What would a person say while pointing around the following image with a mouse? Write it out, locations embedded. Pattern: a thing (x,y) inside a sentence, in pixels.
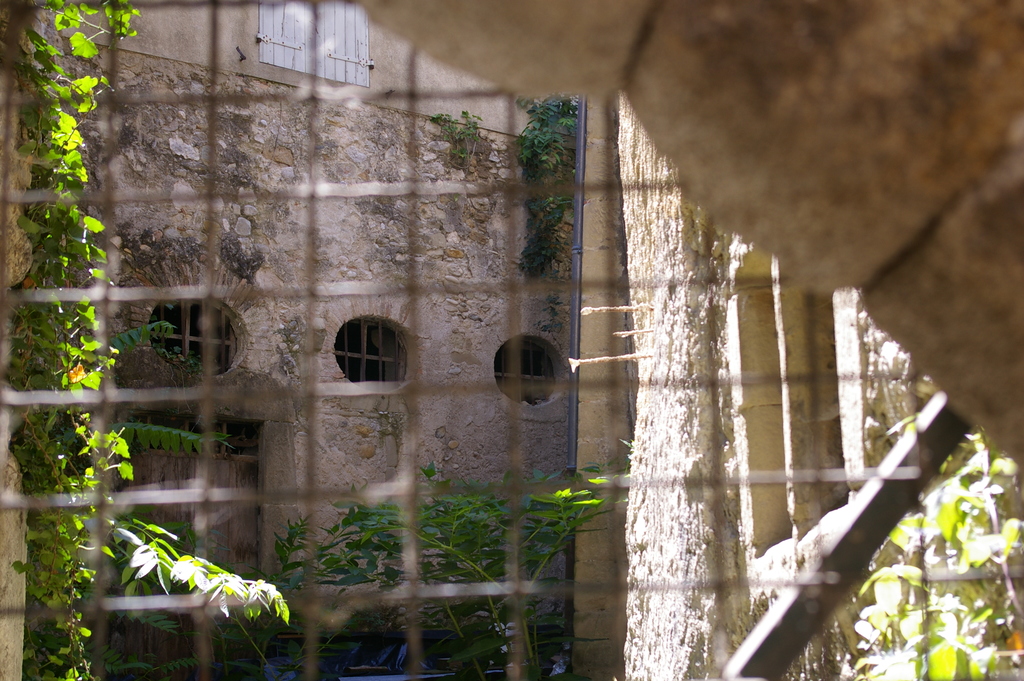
This is a welded mesh wire (519,418) and on the right side (798,146) at the top corner (794,73) we can see the wall (764,99). In the background (373,351) we can see wall (274,223), windows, plants (424,507), door (227,558) and a pole (576,225).
